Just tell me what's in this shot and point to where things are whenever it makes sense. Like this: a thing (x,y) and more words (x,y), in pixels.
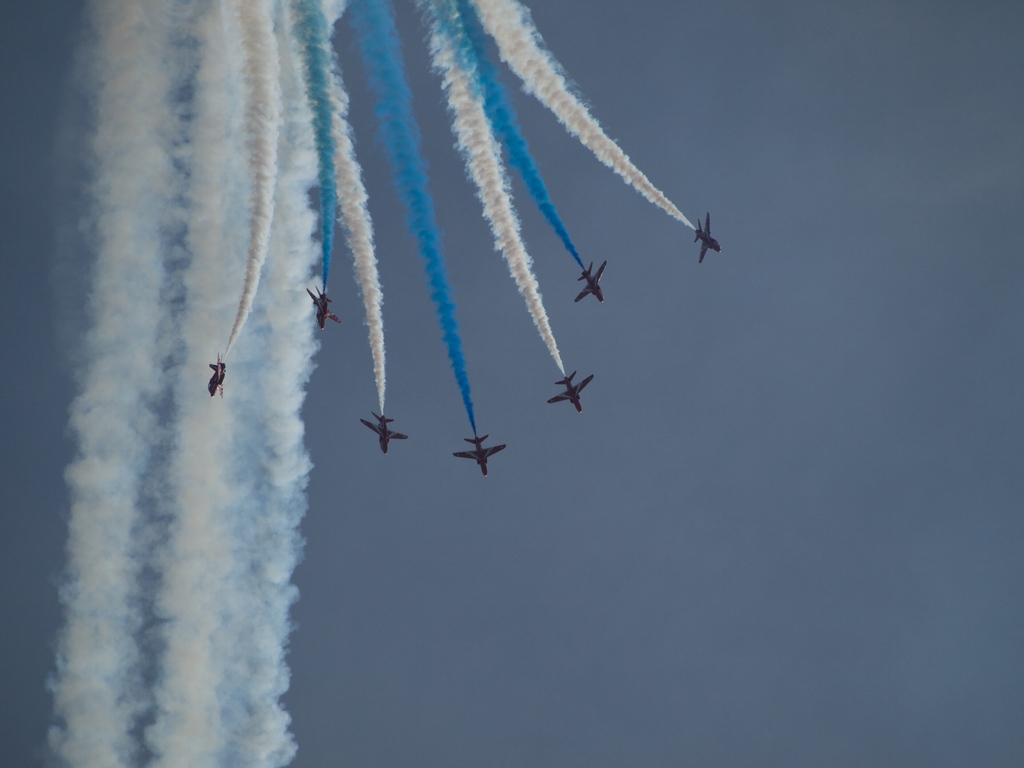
In the center of the image (497,448) we can see few airplanes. In the background (471,200), we can see the sky (402,252). And we can see different color smoke (365,252).
